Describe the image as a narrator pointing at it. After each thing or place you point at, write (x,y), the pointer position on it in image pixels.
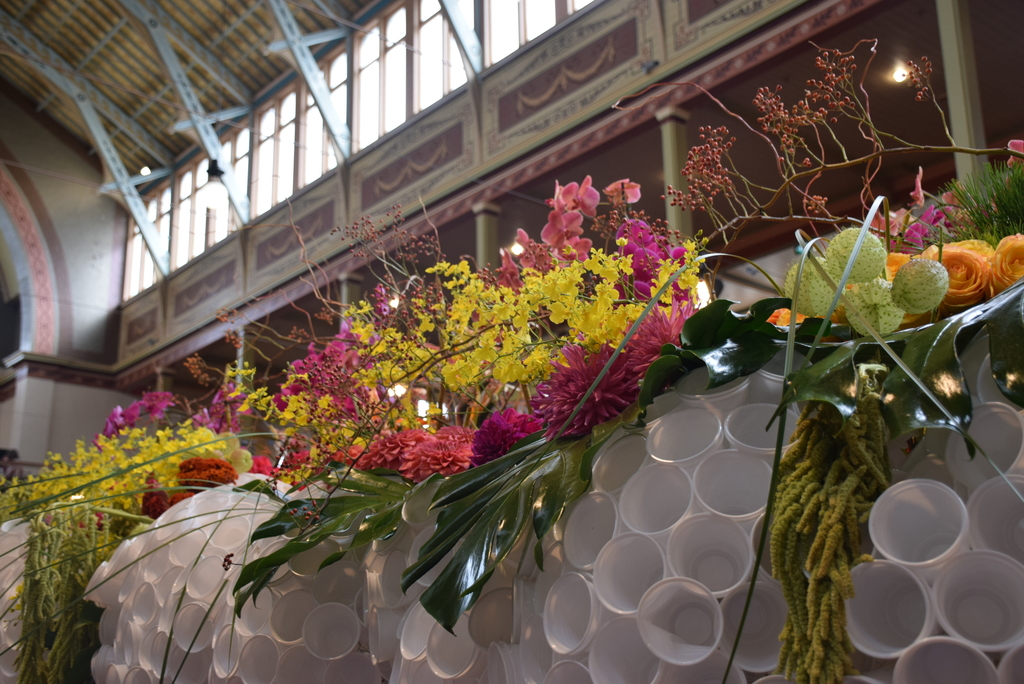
In this picture, we see flowers (223,400) and a flower bouquet (901,306). At the bottom of the picture (472,611), we see round balls (500,606) like which are made up of small plastic cups (571,557). In the background (323,214), we see a building (315,198) and pillars (675,130). At the top of the picture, we see the roof (77,133) of the building (143,305).
